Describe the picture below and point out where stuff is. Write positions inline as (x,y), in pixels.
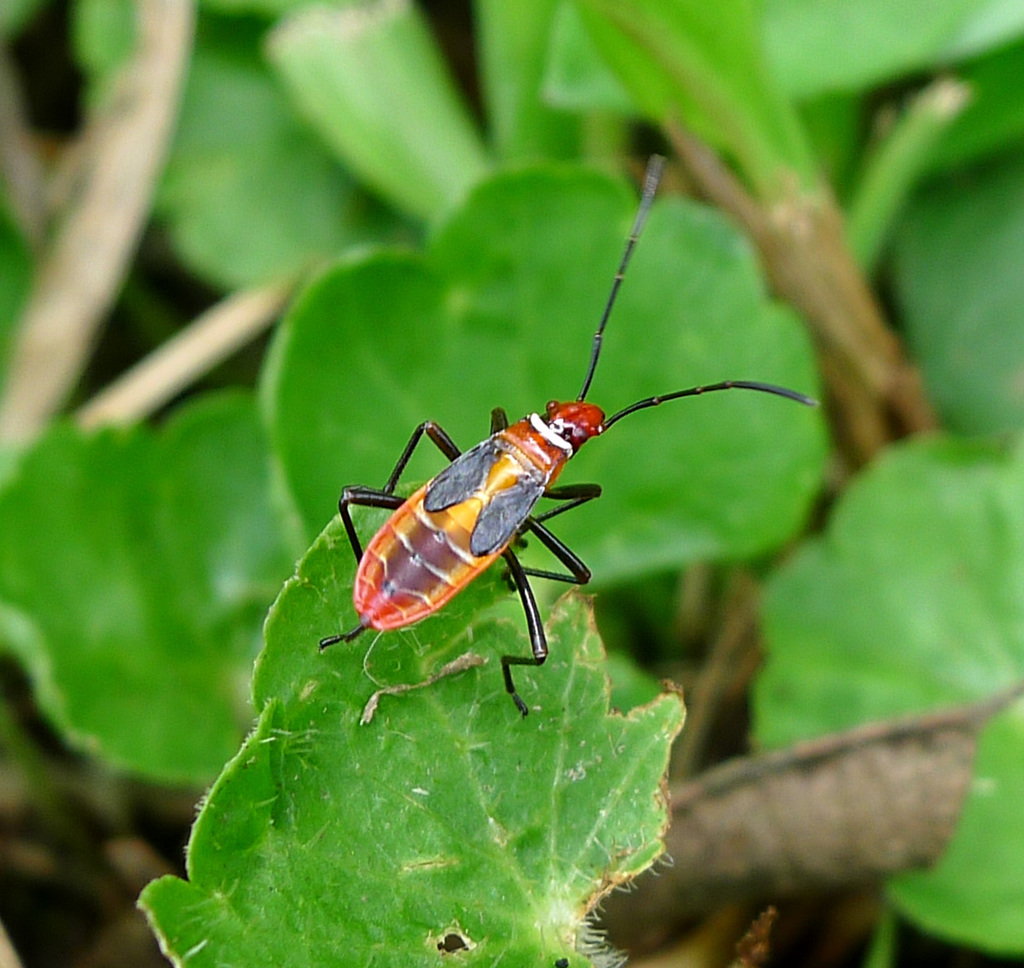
In this image, we can see some plants (1016,250) and an insect (483,531).
